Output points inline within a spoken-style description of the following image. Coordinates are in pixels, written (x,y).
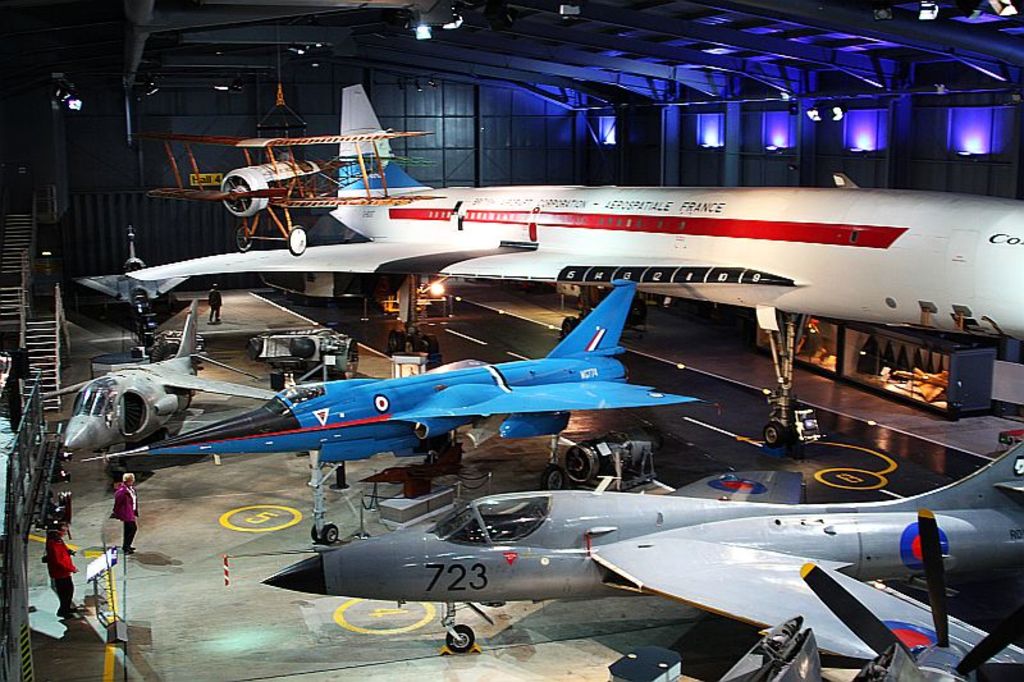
This image is taken inside the shed (400,153). In the center of the image (388,385) there are aeroplanes (506,436). On the left (122,503) there are people (117,515) and we can see stairs (12,301). At the top (427,42) there are lights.
